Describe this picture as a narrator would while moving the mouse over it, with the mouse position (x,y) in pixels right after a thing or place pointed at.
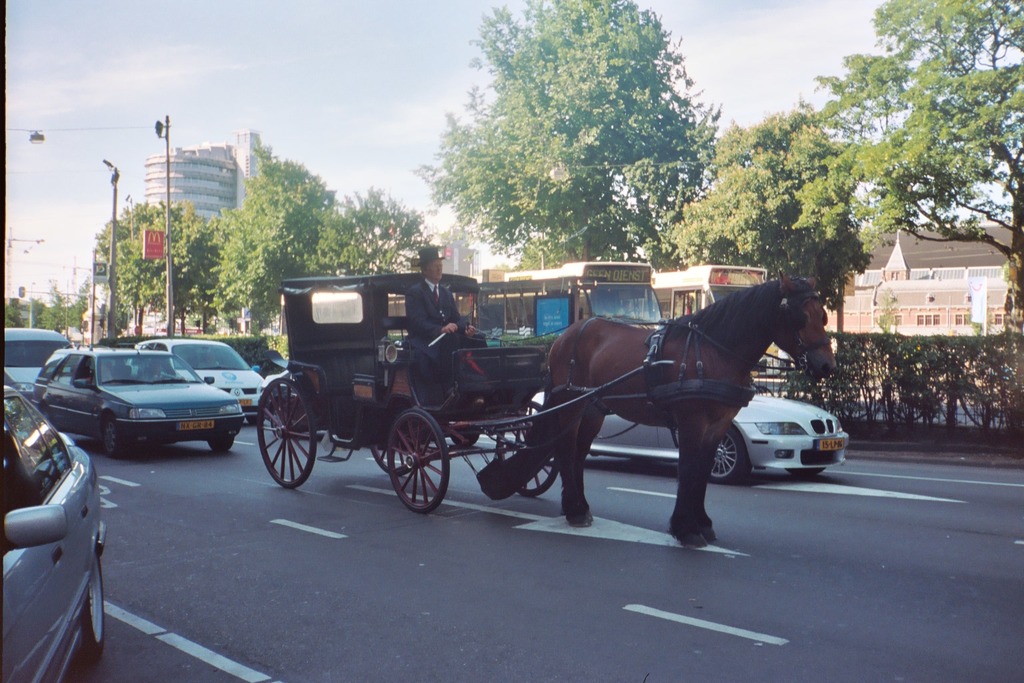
This is an outside view. Here I can see a cart (531,360) and some cars (184,407) on the road (340,565). In the background (513,200) there are some trees (322,225), buildings (202,183) and few poles (168,233). At the top (300,56) I can see in the sky (263,53).
